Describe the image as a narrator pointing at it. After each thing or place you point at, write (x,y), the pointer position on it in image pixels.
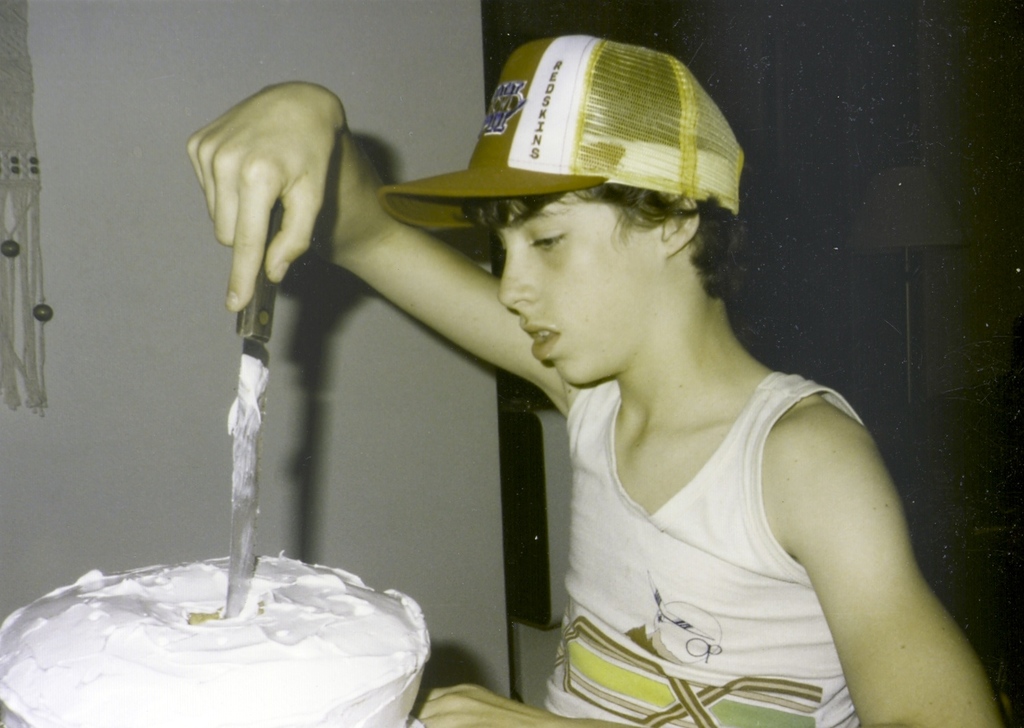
In this picture we can see a person (616,411) with a cap (576,135) and the person (519,143) is holding a knife (235,443). In front of the person (641,636) there is a cake (318,639) with the cream (193,647). Behind the person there is a wall (183,352) and a lamp (872,215).
